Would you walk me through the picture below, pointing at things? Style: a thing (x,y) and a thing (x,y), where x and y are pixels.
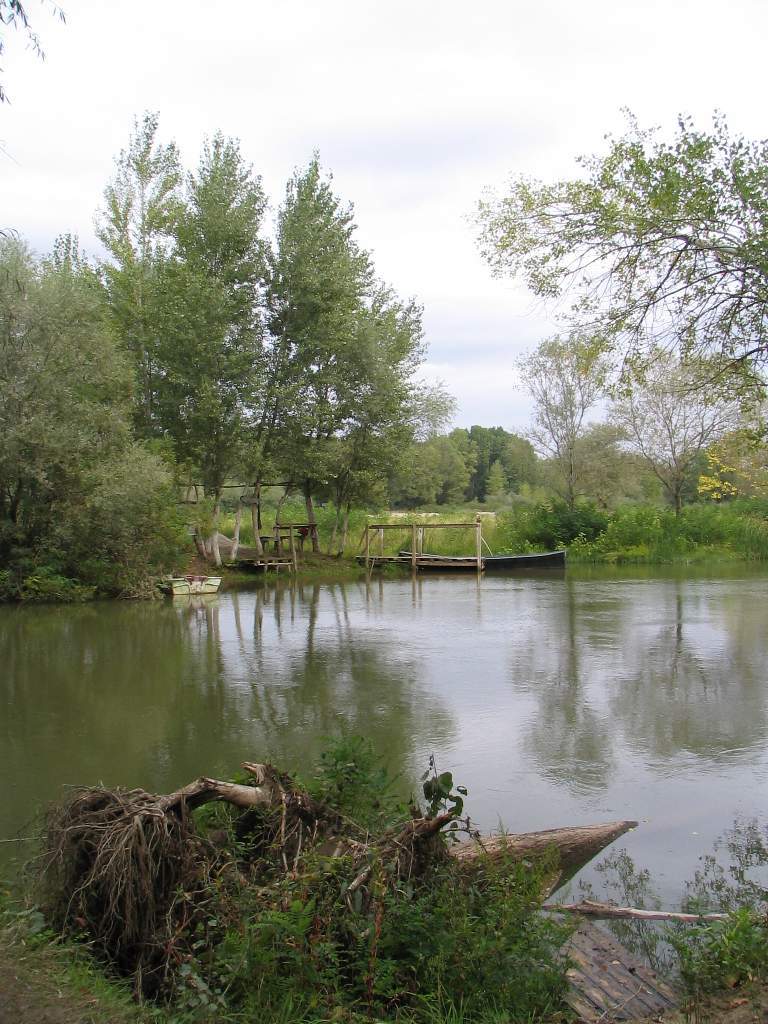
In this image we can see trees (255,431), plants (442,789), water (433,712), boat (520,559) and wooden logs (446,563). At the top of the image (336,93) we can see the sky (551,115).
